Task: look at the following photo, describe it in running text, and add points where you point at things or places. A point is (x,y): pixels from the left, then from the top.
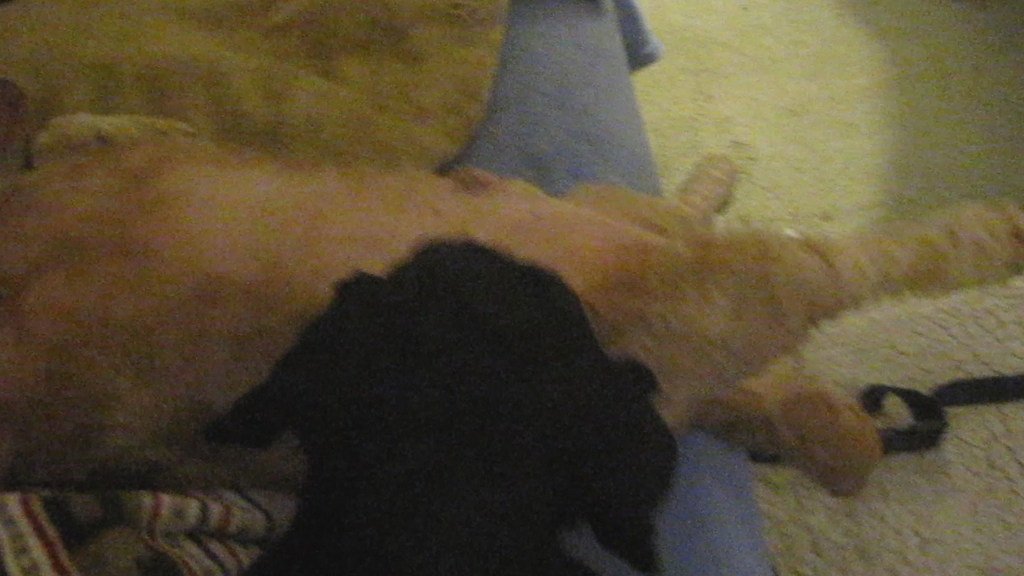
This image consists of two dogs (430,350) in black and brown color. The dogs (436,366) are lying on the person's legs (678,500). At the bottom (912,522), there is a floor mat (881,525).
